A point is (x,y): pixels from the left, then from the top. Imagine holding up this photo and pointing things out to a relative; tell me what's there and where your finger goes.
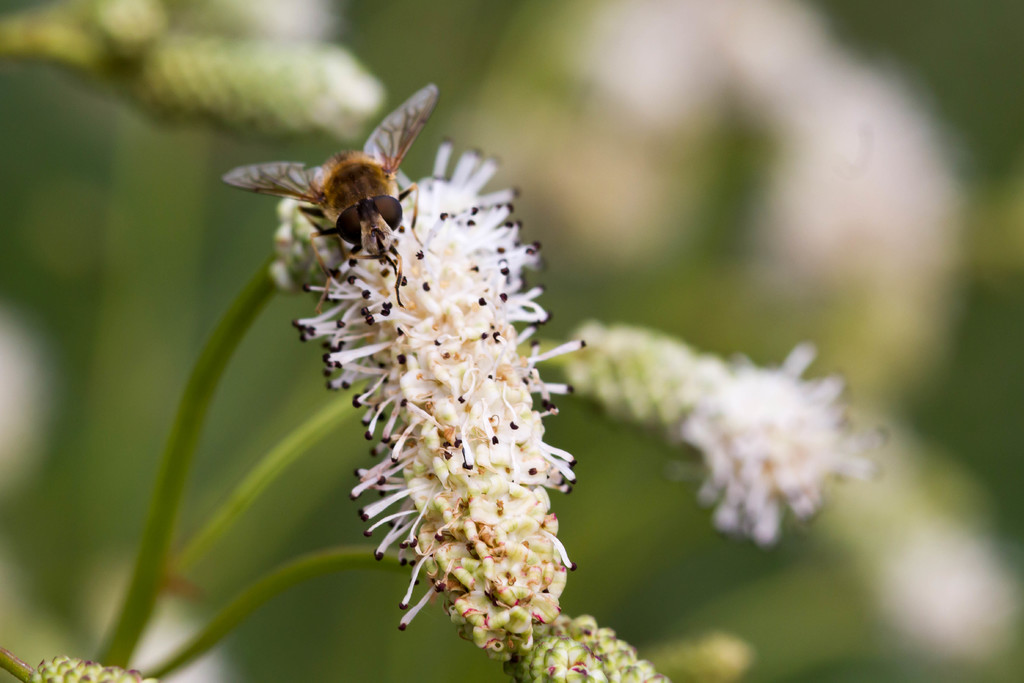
An insect (363,199) is present on a flower (501,477). The background (4,459) is blurred.
